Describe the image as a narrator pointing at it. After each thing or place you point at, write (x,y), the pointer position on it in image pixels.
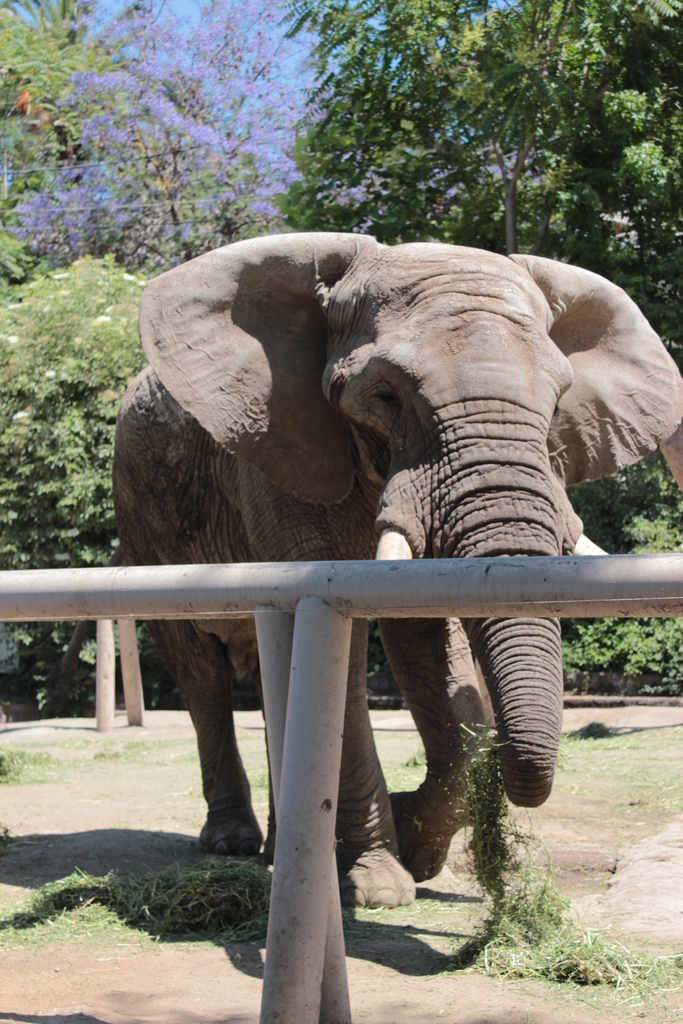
In the image here is an elephant (401,375) behind the pole (391,570), it is walking towards the pole (458,607) and in the background (132,225) there are many trees (330,133).
